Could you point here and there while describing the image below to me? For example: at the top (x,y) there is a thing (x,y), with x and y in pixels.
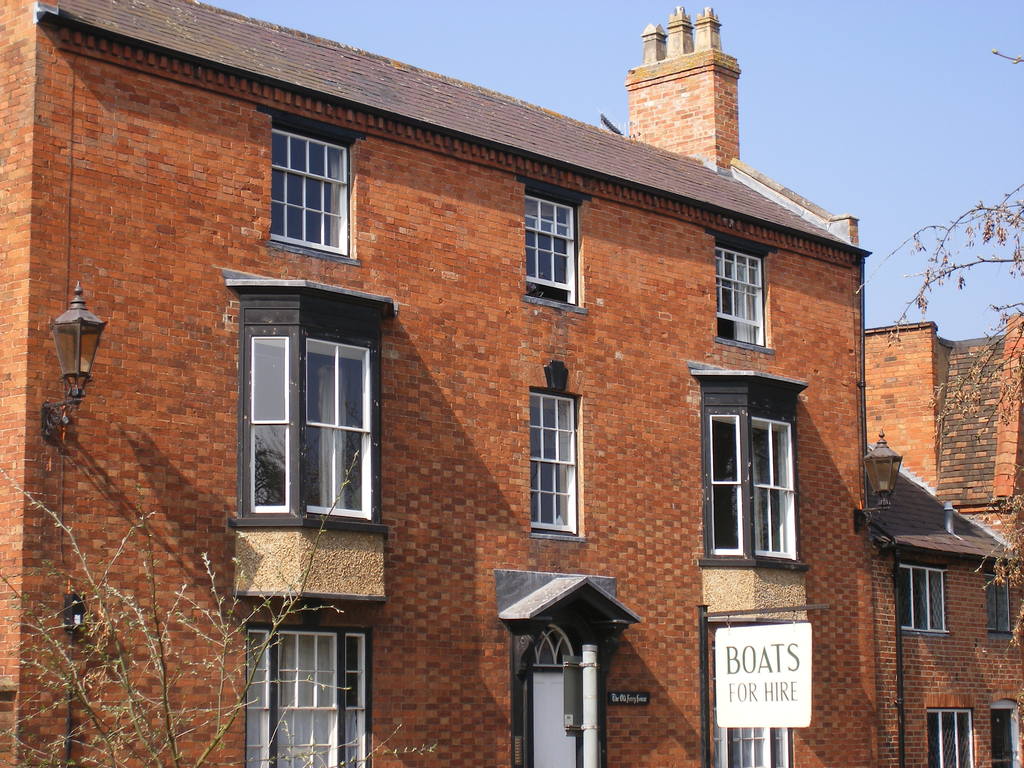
In this picture we can see buildings (307,388) with windows (298,438), trees (987,239), name board (733,627) and in the background (561,20) we can see the sky (826,85).
